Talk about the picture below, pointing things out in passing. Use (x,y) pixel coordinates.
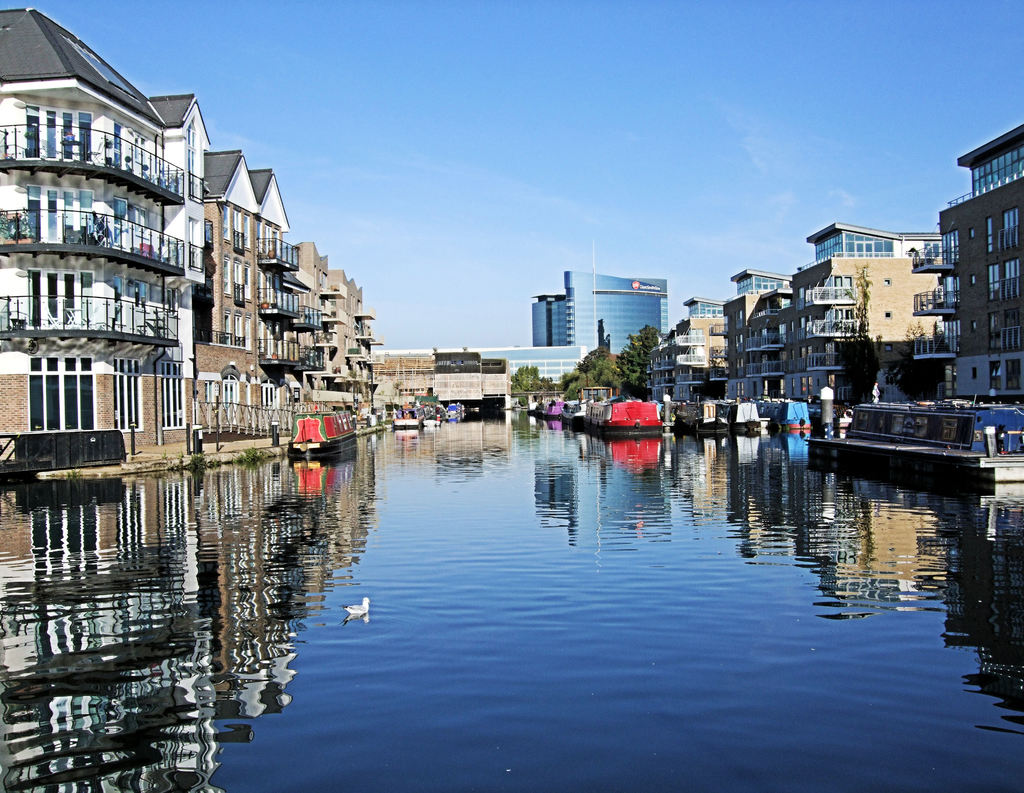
This is a picture of a city (55,372), where there is a seagull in the water (336,565), boats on the water (593,482), buildings (490,377), trees (597,361), and in the background (410,247) there is sky (550,211).
